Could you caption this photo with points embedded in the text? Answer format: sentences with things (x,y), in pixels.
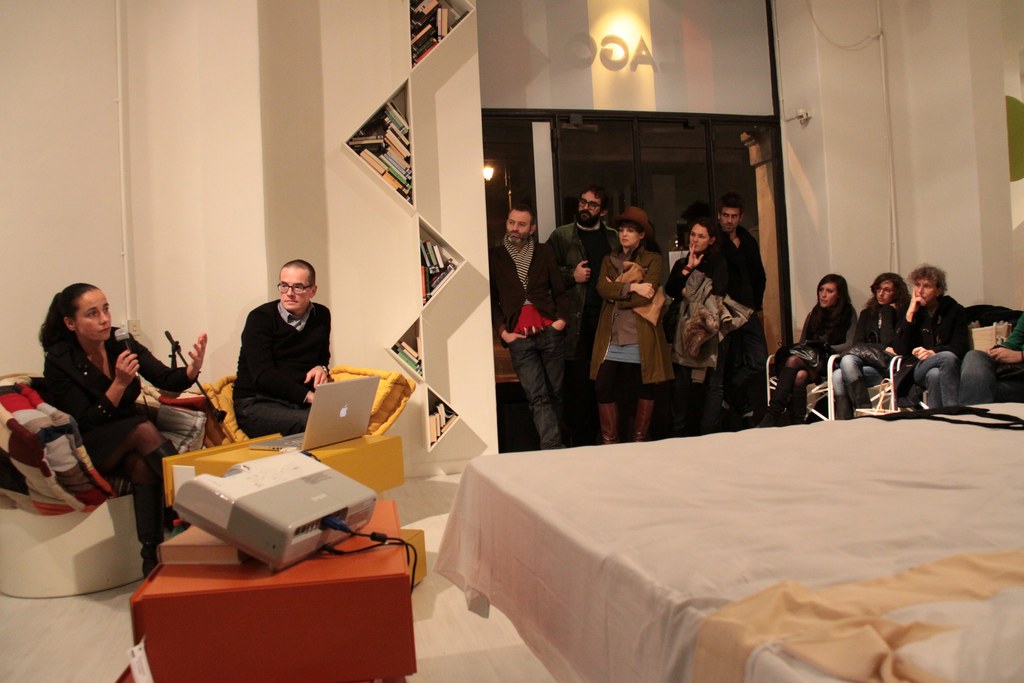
In this image we can see some people (303,394) sitting, shelves (420,235) filled with books (458,21), projector (275,475), laptop (314,423) and we can also see some people (566,359) standing.
